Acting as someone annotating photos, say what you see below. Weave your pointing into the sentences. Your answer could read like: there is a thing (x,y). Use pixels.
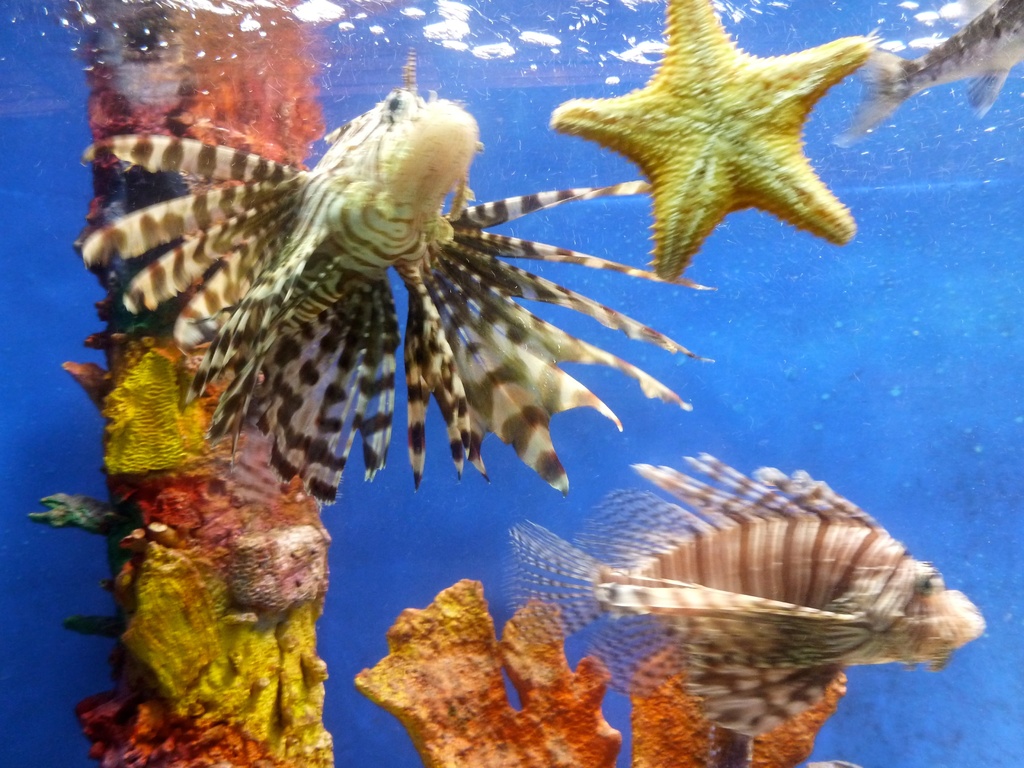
In this picture we can see starfish (722,48) and a few fishes (961,642) in the water (1003,630). There are some colorful objects (319,687) at the back (199,600). We can see a blue color background (880,340).
